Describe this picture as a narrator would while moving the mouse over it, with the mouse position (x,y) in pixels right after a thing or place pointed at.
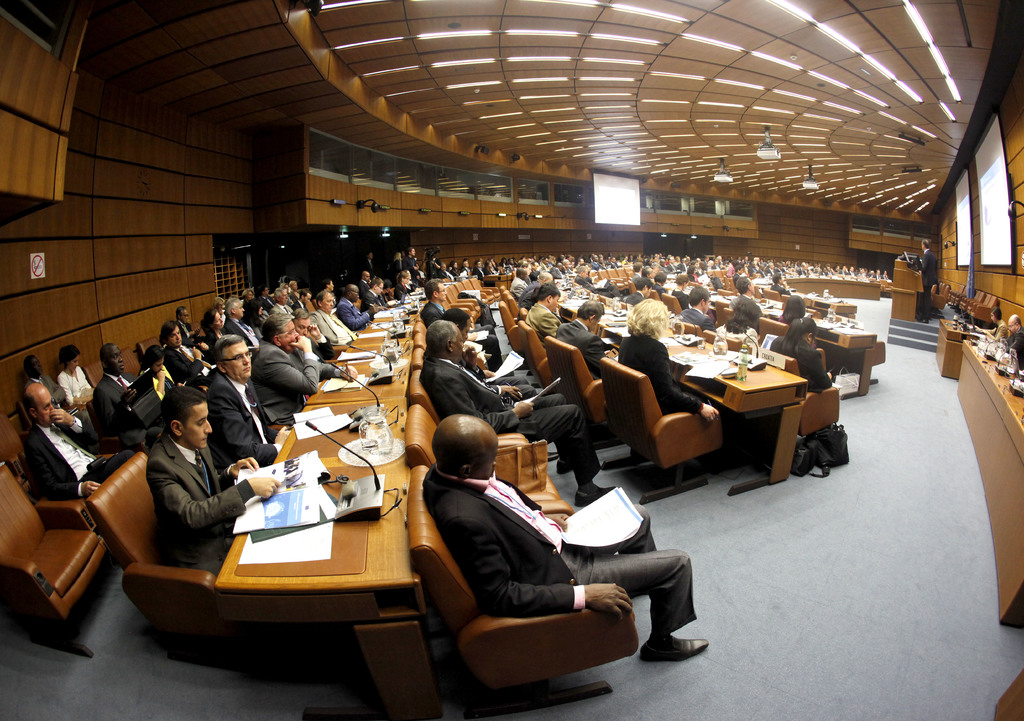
There are group of people (440,389) sitting in chairs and there is a table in front of them which has some objects (399,337) on it and there is a person (928,264) in the right corner (928,264) standing.
